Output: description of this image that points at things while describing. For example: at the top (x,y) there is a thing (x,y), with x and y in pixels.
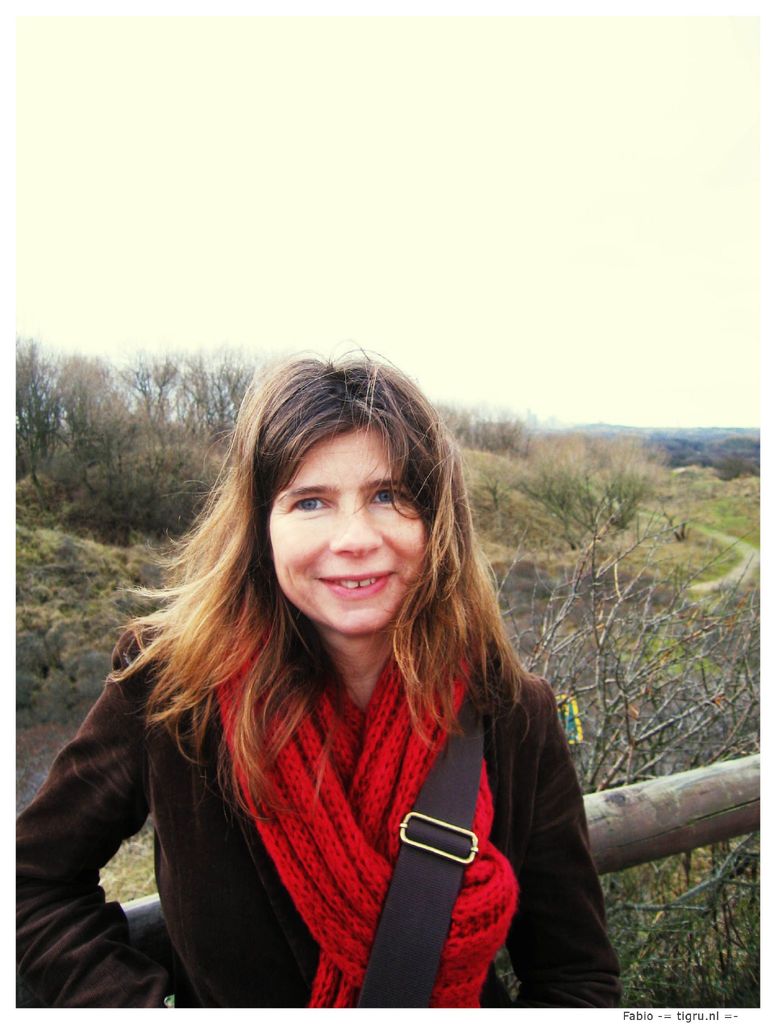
In the foreground of this image (330,745), there is a woman (349,915) wearing a bag (419,887) and a red scarf (339,856) is standing by leaning to a wood (698,820). In the background (681,669), there are trees (112,500), a path (720,582) and the sky (392,168).
